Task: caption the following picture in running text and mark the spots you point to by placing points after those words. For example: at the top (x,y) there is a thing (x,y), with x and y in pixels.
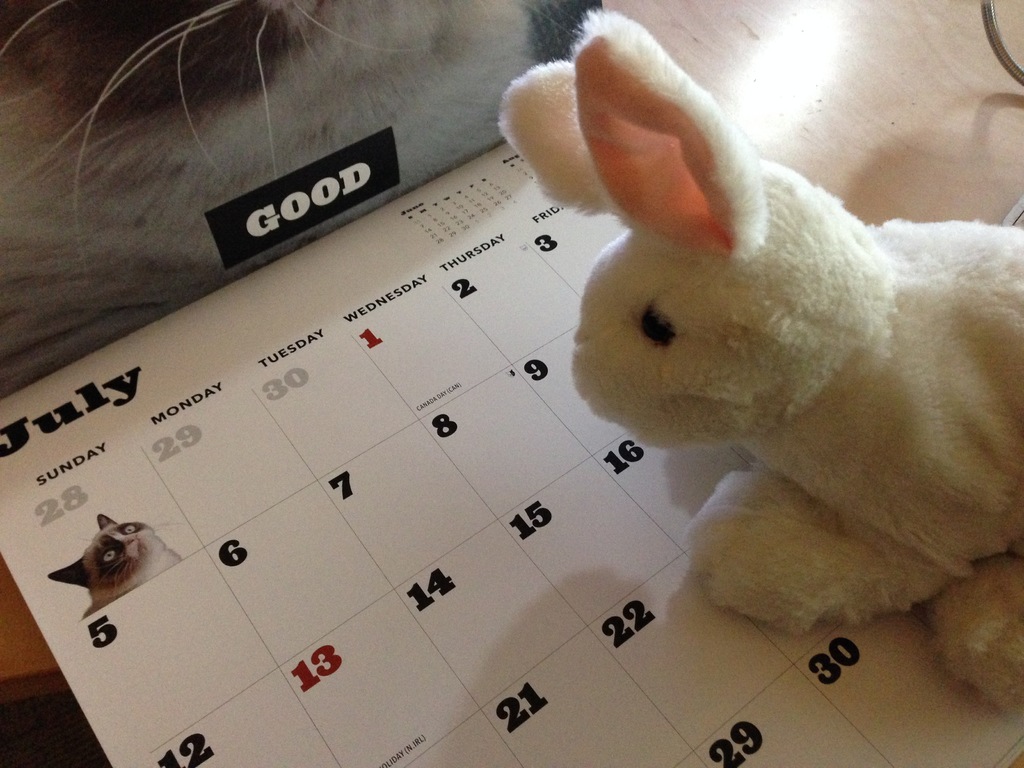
In this picture i can see a soft toy (802,432) and a calendar (312,587). I can also see some other objects (996,31).
